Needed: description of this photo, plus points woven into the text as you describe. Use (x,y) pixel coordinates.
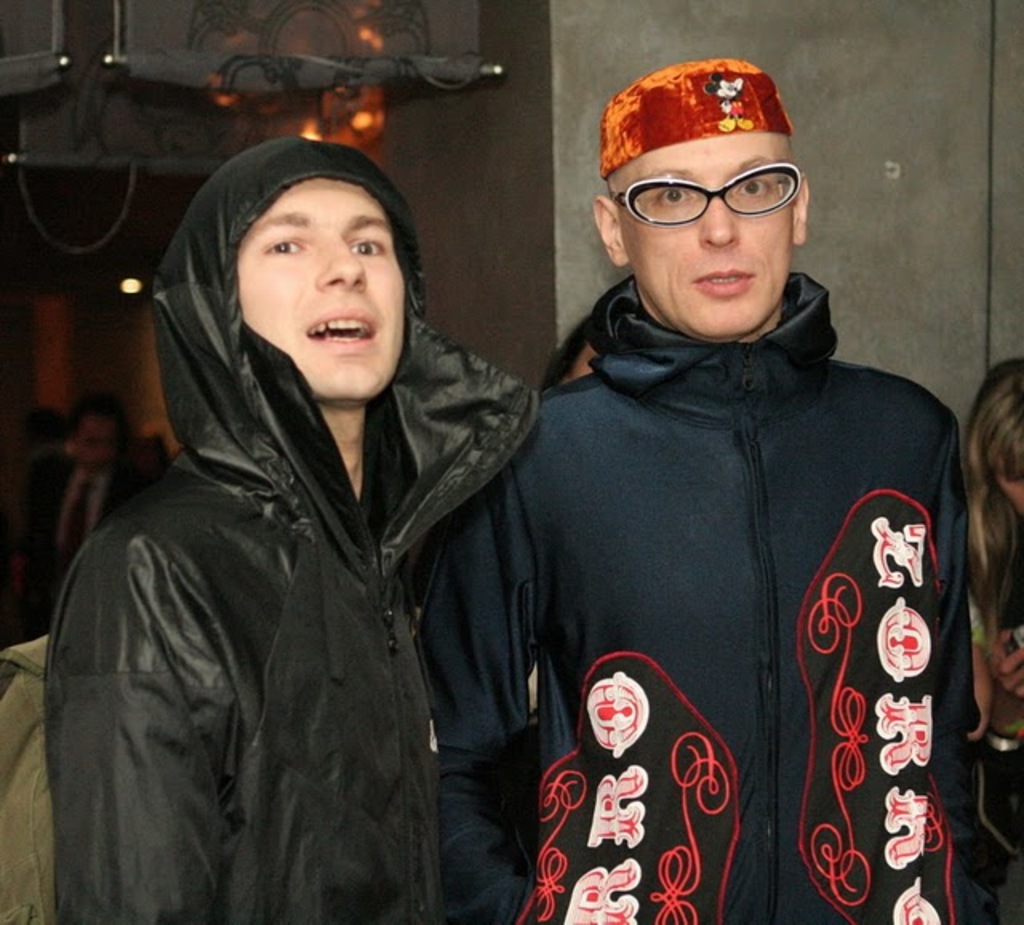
In the center of the image (547,479) we can see two persons (633,532) are standing and wearing coat (533,576), cap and a man (747,213) is wearing spectacles (748,193). On the right side of the image (978,455) we can see a person (1015,446). On the left side of the image (67,511) we can see a man (42,506) is sitting. In the background of the image (971,94) we can see the wall (464,164), lights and an object (216,107).
